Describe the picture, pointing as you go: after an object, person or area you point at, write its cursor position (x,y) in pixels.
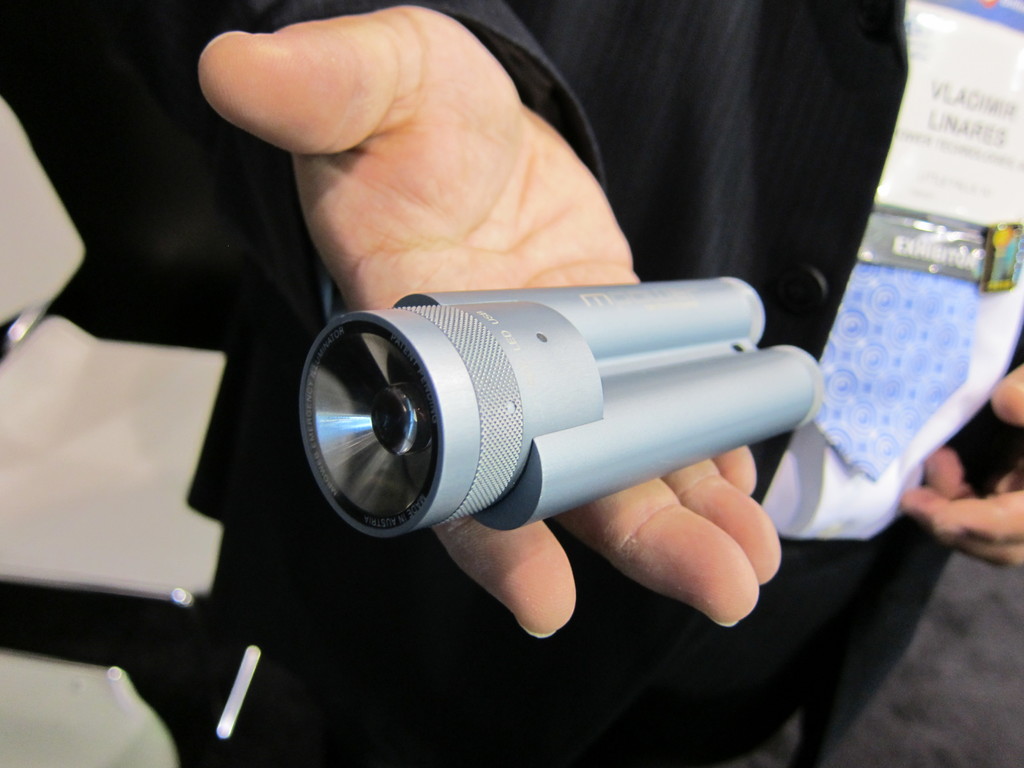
In this image we can see a person (764,156) wearing black color suit (781,232) holding some torch light (554,367) in his hands (511,285) which is of grey color.
